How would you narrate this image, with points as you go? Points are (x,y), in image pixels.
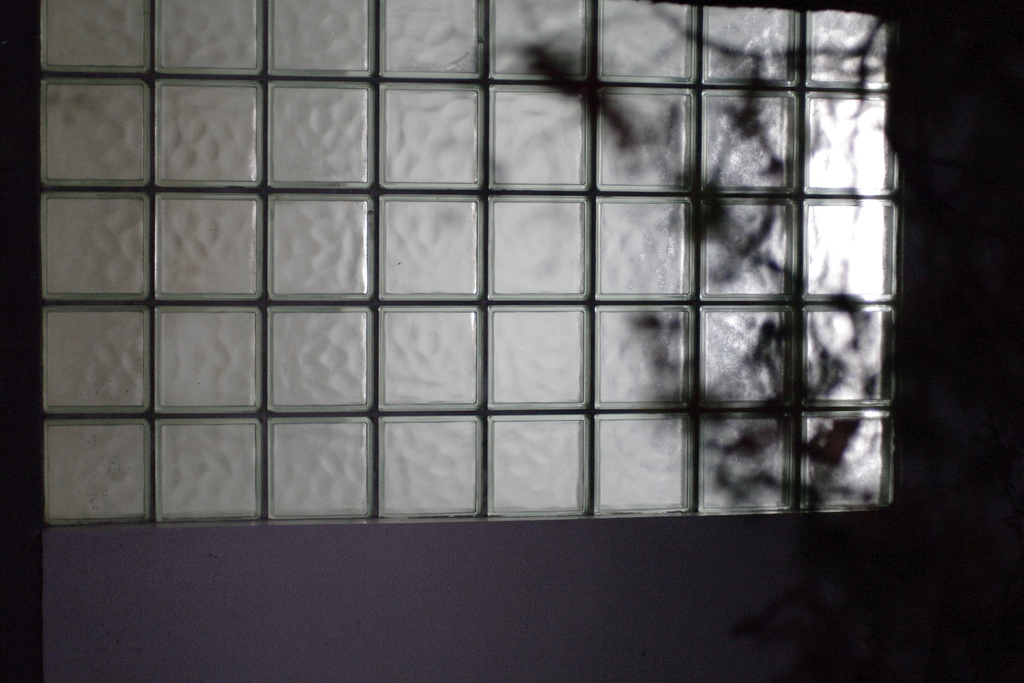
In this picture I can see the wall (616,398). On the right (795,245) I can see some shadow (754,474).
